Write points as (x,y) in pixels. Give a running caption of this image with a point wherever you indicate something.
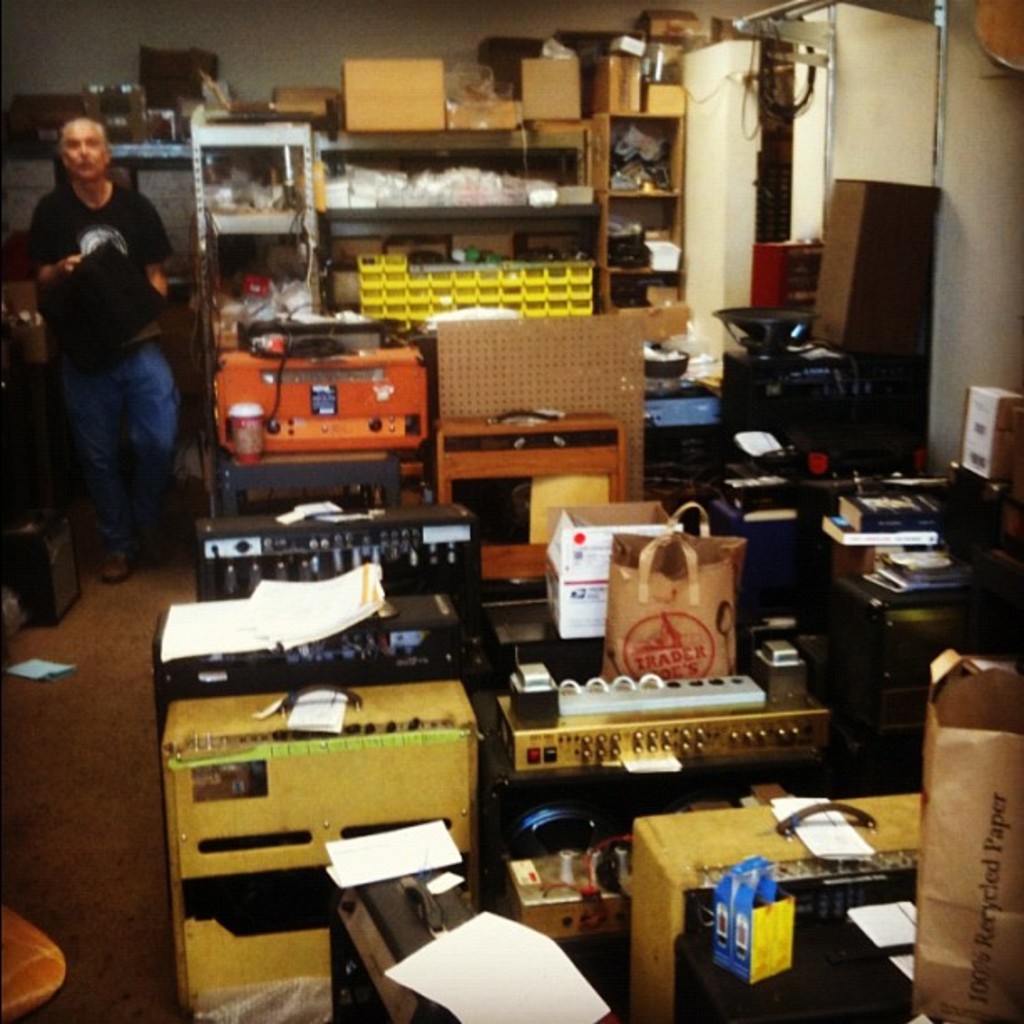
In this image in the center (371,526) there are some machines (381,385), boxes (640,533), papers (255,638) and bags (933,713), wires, and in the background (541,145) there are some shelves (364,209). In the shelves (362,224) there are objects (509,199), and on the shelves (18,153) there are some boxes (21,139) and on the left side (117,248) there is one person (133,402) standing and beside him there are some boxes (50,549). And in the top right hand corner (890,219) there is wall (969,132), pole (943,84) and some boxes (834,304) and machines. At the bottom (43,873) there is floor (103,919).
